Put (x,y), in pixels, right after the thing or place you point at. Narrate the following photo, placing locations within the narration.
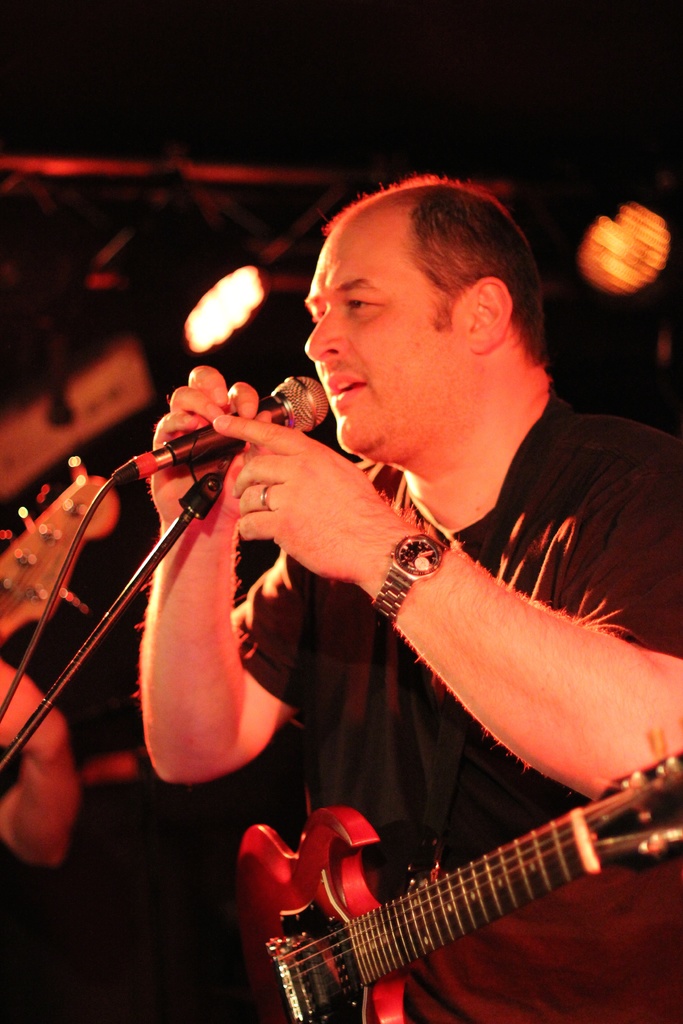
In this image I can see a person (370,515) wearing the guitar (360,948) and holding the mic (221,434). To the left (44,839) I can see a person's hand (39,802). In the background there are lights (582,260).
